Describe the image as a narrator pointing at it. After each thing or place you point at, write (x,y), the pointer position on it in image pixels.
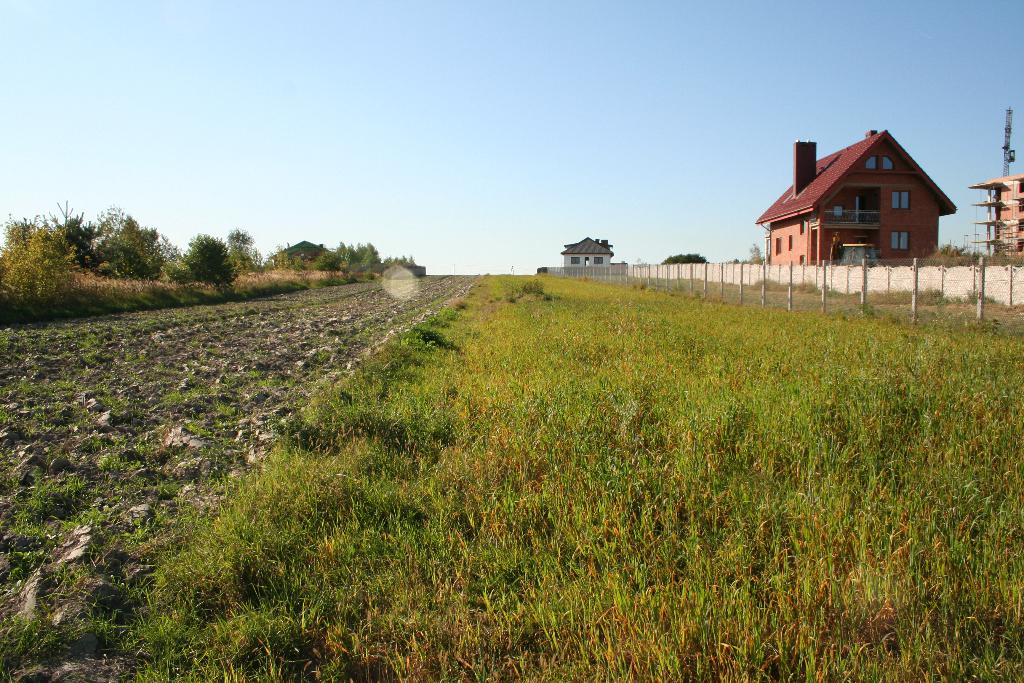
At the bottom of the image (442,500) there is grass (529,471). On the right (825,285) we can see a fence (807,298) and buildings (1007,245). On the left (152,257) there are trees (249,268). At the top (462,128) there is sky (471,72).
